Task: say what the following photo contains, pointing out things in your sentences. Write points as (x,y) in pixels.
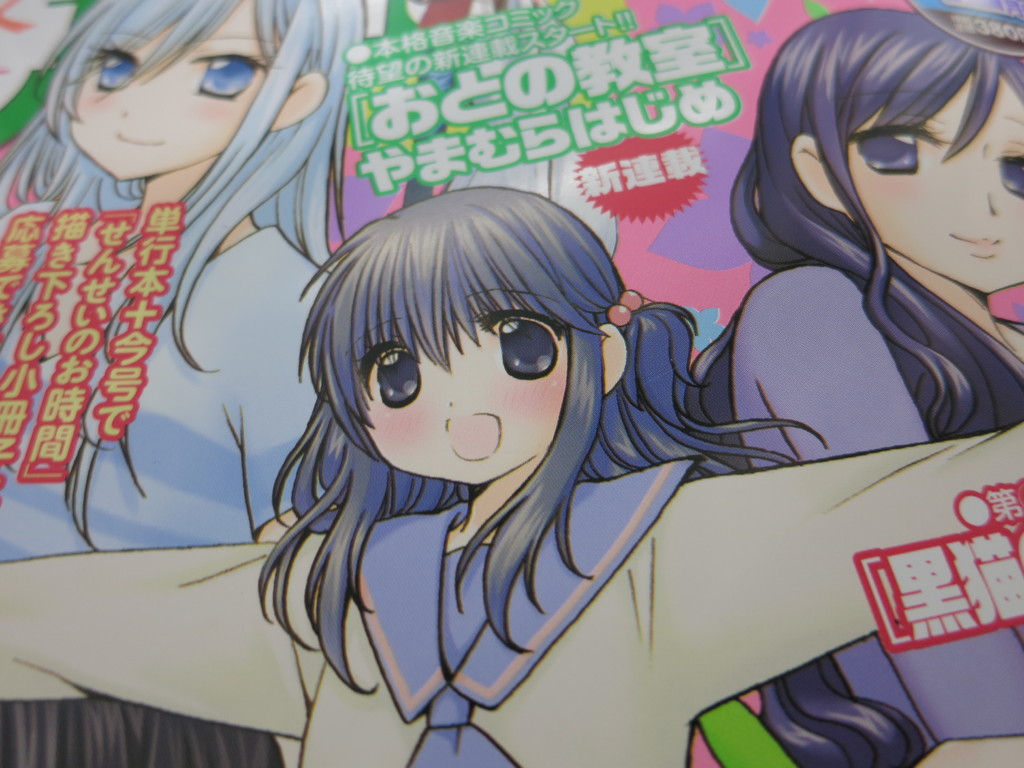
In this image we can see a cartoon (621,420).
